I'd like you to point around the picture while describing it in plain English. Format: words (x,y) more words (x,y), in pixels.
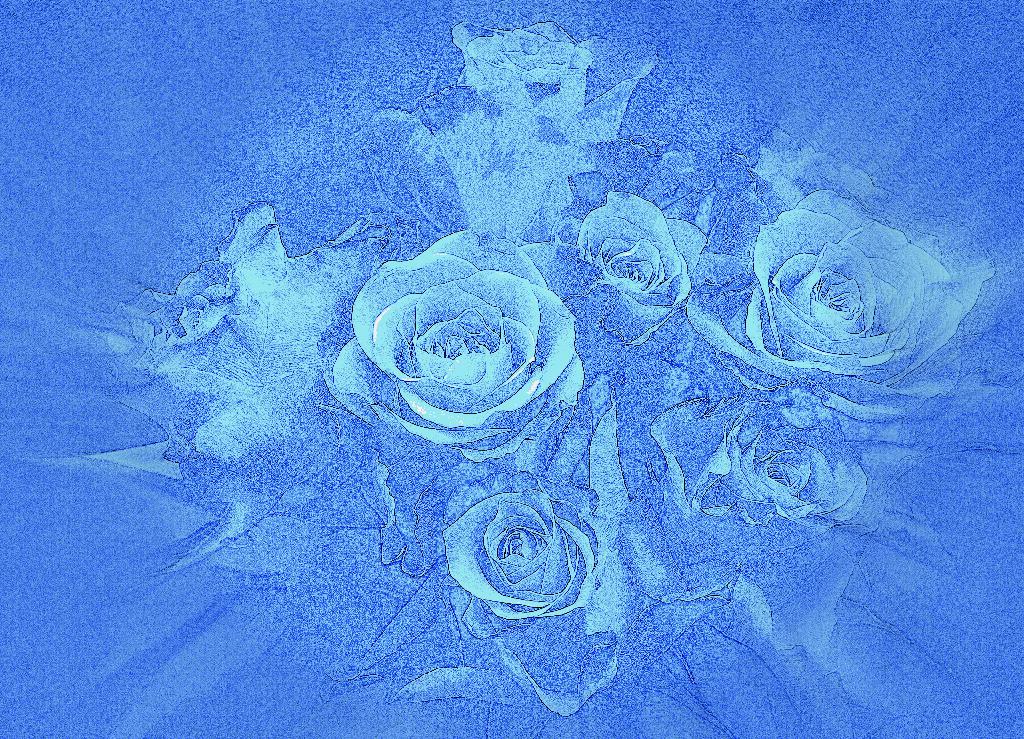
In this picture we can see the edited image of the roses (506,285) in blue color.
